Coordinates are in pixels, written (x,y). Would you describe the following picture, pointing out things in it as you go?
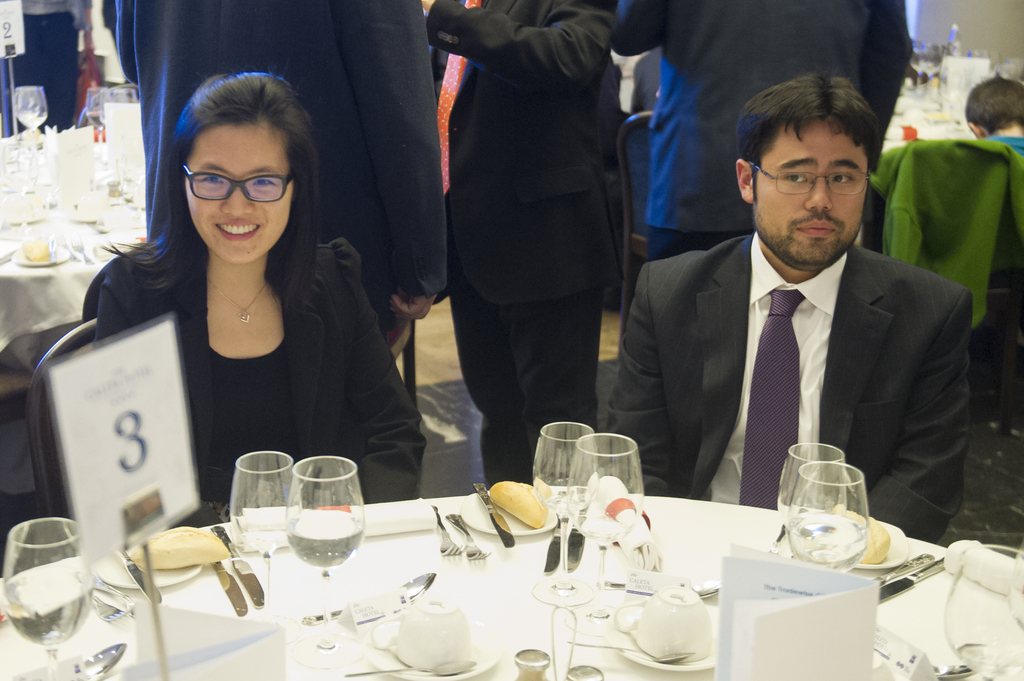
In this Picture we can see the a man (766,336) wearing black coat (711,384) is sitting on the chair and in front (569,558) a dining table (213,595) on which some glasses (563,509), knife (553,568), forks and clothes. Beside we can see a another woman (357,371) wearing black coat (309,344) and specs (259,178) is smiling towards the camera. Behind we can see three man (454,209) wearing black coat (454,209) is standing and other tables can be seen.
